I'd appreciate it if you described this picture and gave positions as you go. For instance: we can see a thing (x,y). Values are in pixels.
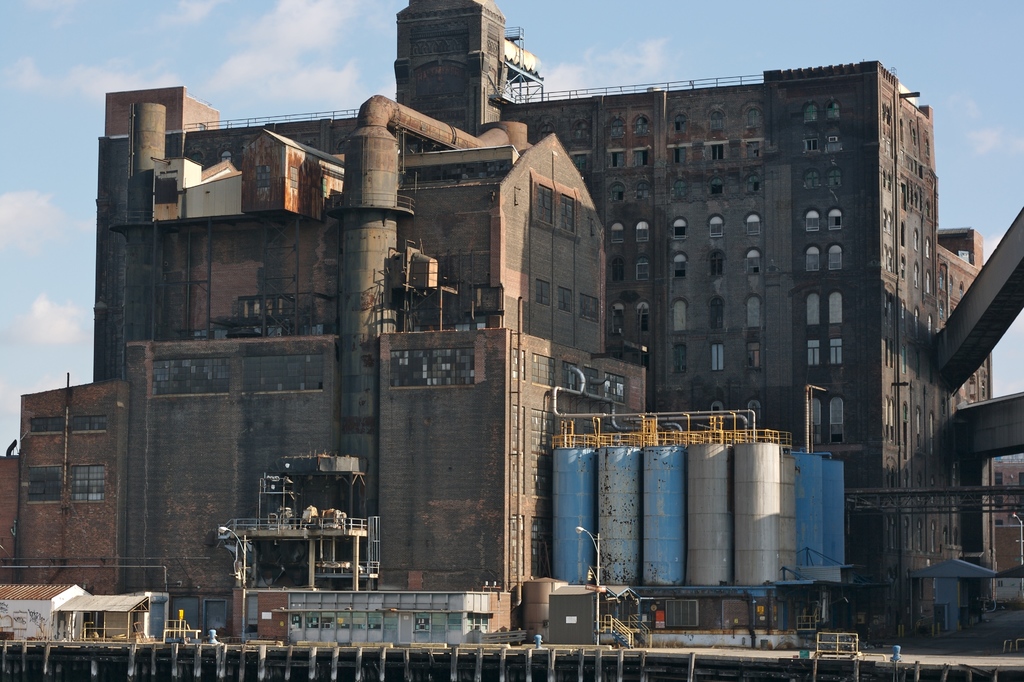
As we can see in the image there are buildings (719,353), windows (811,352), pipe (429,123), fence (613,620), street lamp (596,601), stairs (622,630), containers (665,529) and at the top (228,57) there is sky (102,43).
